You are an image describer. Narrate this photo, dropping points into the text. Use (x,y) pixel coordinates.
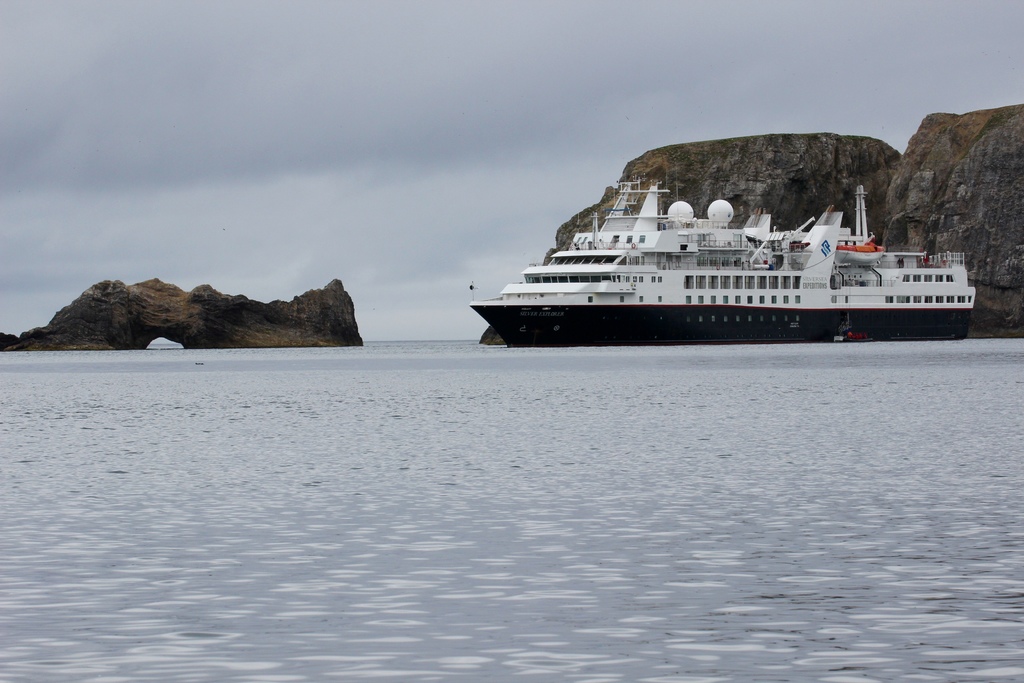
In this picture we can see water (685,539) at the bottom (685,539), there is a ship (736,325) in the water (649,574), in the background (891,197) we can see hills (880,190), there is the sky (503,119) at the top of the picture (526,87).
